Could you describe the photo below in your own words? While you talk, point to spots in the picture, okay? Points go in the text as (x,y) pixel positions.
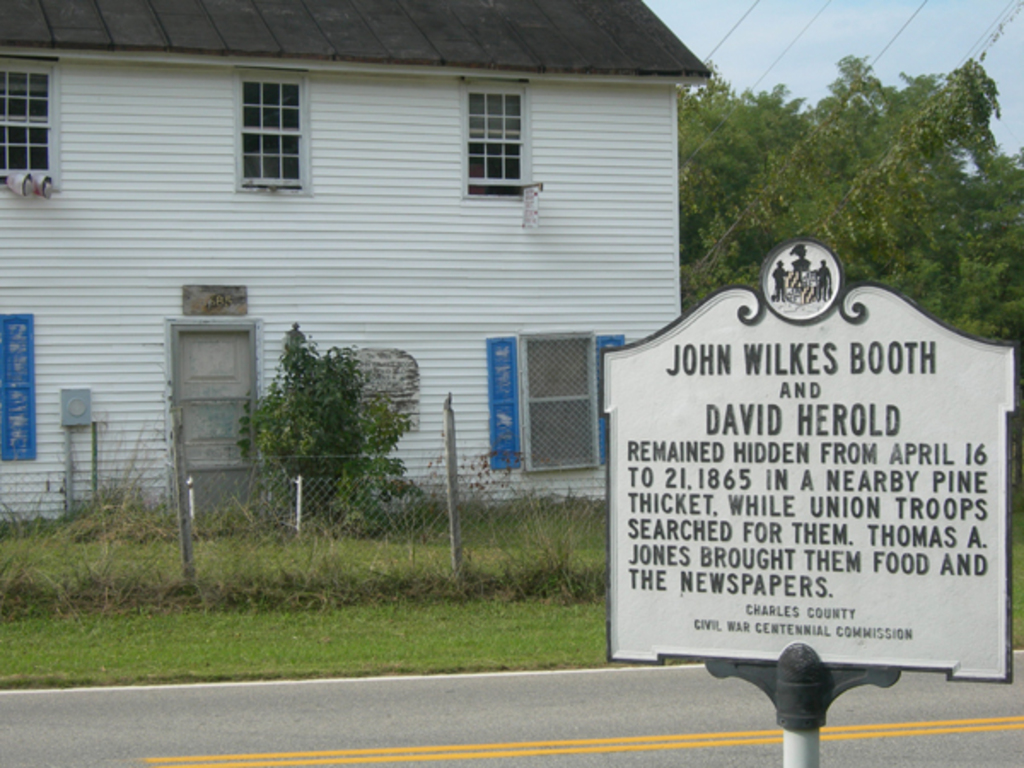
In the center of the image (405,294) there is a building (501,228). On the right (761,139) there are trees (890,223). At the bottom (811,701) we can see a board (787,594) and a fence (410,551) and there is grass (207,651).
